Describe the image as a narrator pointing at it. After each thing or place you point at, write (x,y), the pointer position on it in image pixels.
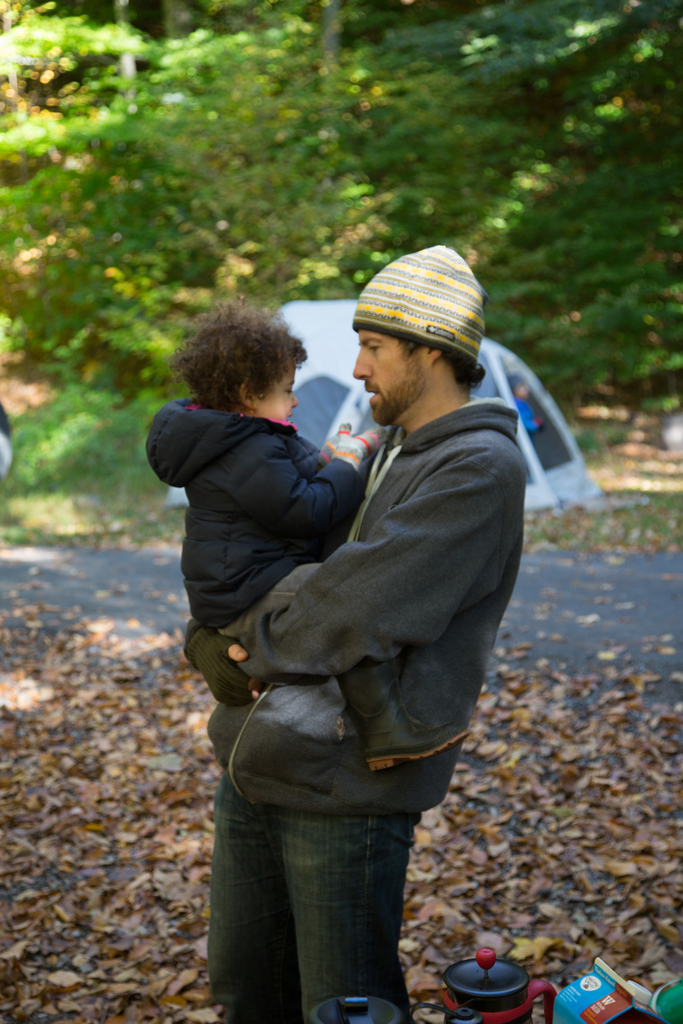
In this image in the center (411,408) there is one man (343,566) who is standing and he is holding a baby (339,430). In the background (149,191) there are some trees (452,140), at the bottom (513,839) there is a road (123,632). On the road (594,849) there are some leaves (461,855) and at the bottom (609,983) there are some objects (506,983).
